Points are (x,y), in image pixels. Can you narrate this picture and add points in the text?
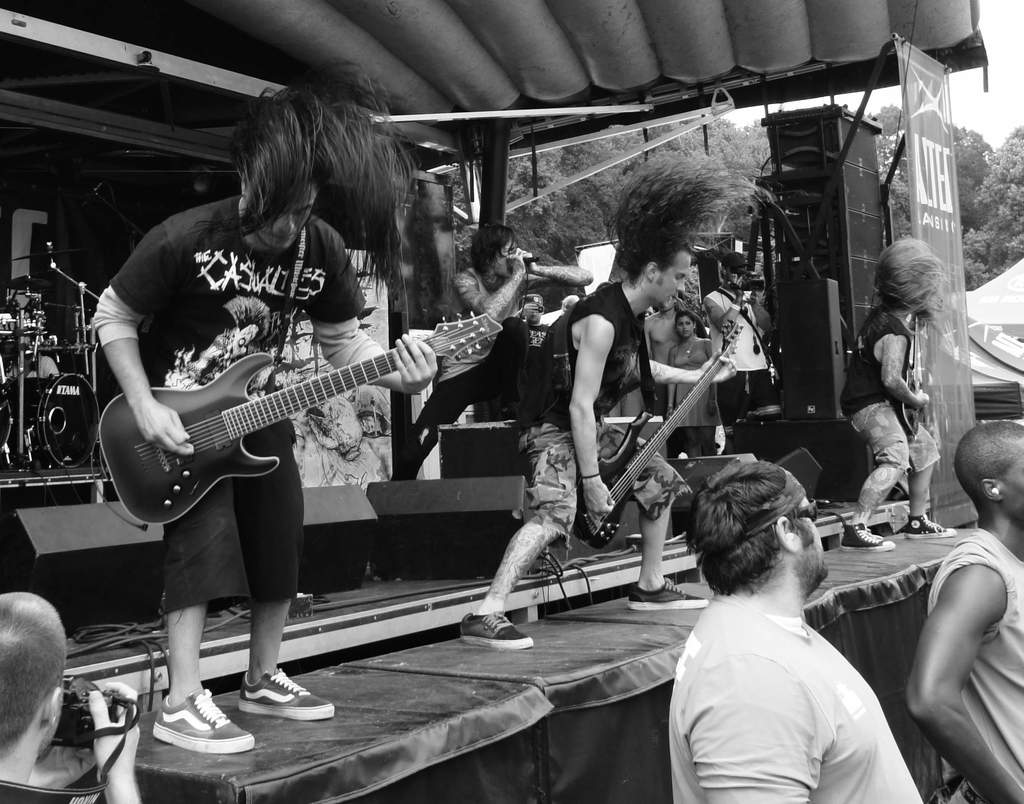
There are three people (238,347) standing, dancing, and holding guitars (179,397). In the background (79,113), there is a stage (478,87), speakers (802,131), a person (500,302) singing, drums (27,301) and poster (31,204). In front of them, two people (1004,455) are standing. One is capturing the photos. In the background (763,126) there are trees (978,146), and group of people (714,314) also.
